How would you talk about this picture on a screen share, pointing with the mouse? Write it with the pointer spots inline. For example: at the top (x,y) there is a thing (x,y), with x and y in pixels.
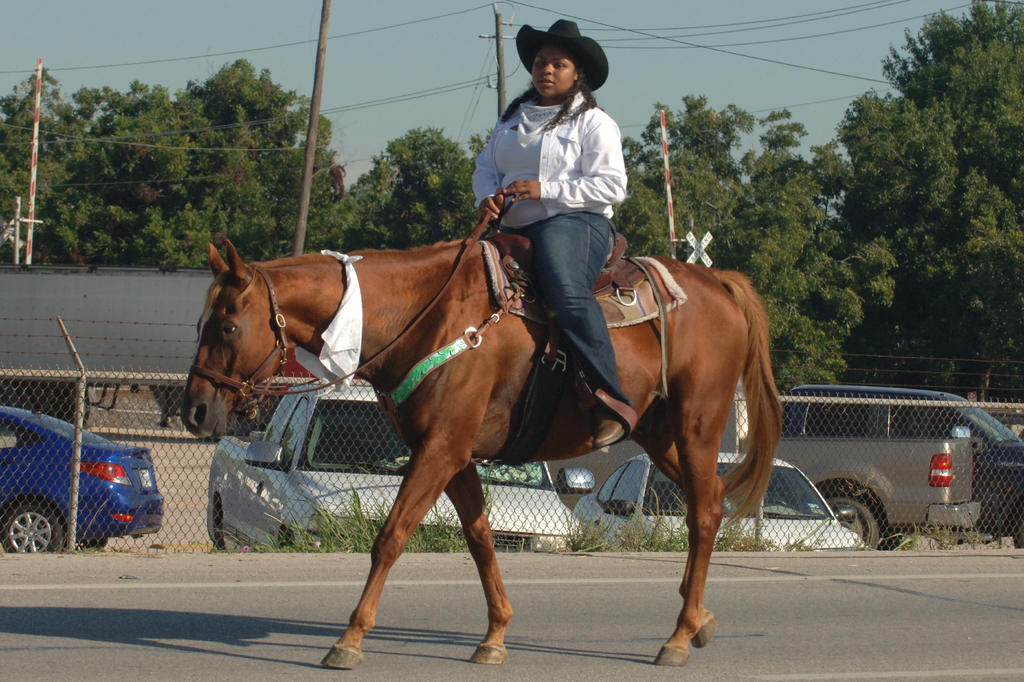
In this picture we can see a woman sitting on a horse (761,491) on the ground (586,565) and in the background (635,473) we can see a fence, vehicles (835,453), poles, trees (852,207), wires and an object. We can see sky (1012,0) in the background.
